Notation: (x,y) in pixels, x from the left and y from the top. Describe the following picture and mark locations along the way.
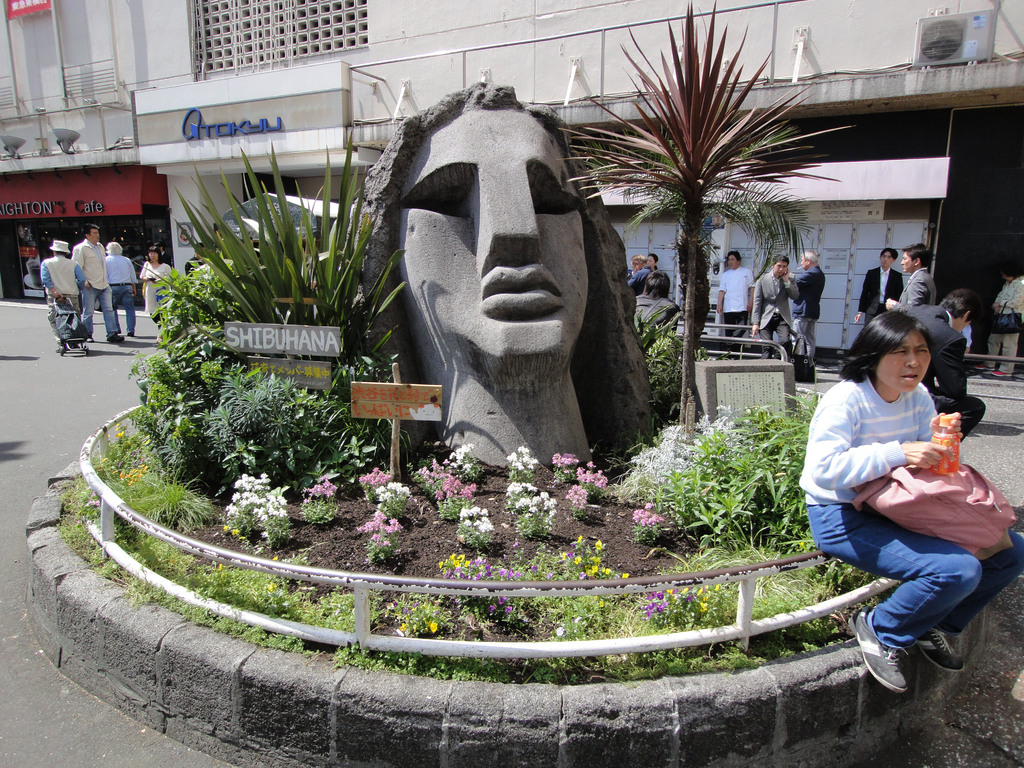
This is a picture of the outside of the city (849,309) in this picture in the center (352,507) there is one garden (699,294). There are some plants (740,469), flowers (264,513), sand (365,507) and one statue (488,287) is there. On the right side (831,442) there is one woman (918,536) who is sitting and she is holding a handbag (931,493) and bottle (948,466). On the background (862,88) there are buildings (350,48) and some people (814,306) are standing and some people (129,287) are walking. On the left side (35,211) there is one store (32,198) and on the top of the right corner (935,48) there is one air conditioner (944,37).
